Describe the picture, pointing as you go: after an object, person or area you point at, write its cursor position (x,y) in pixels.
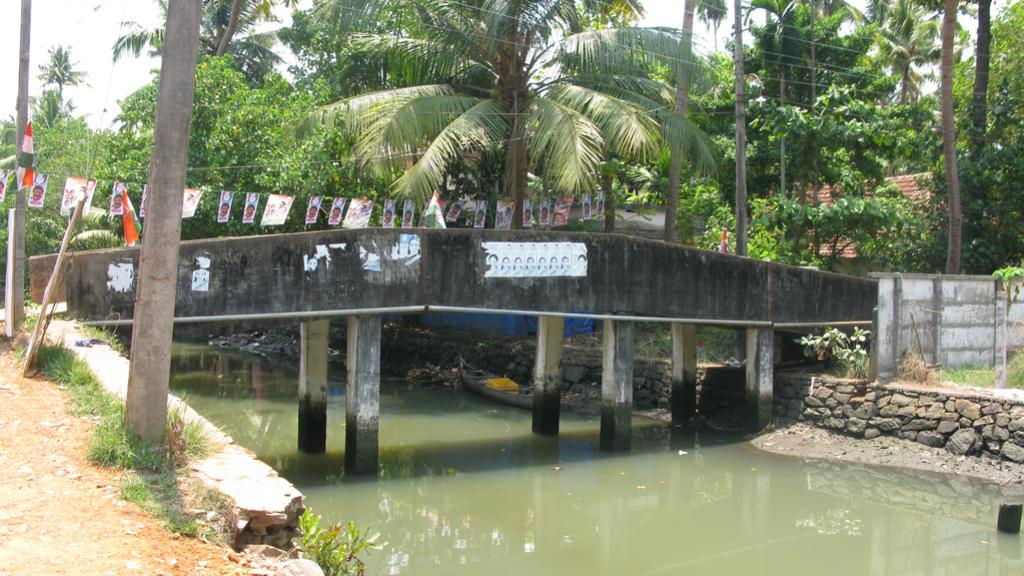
In the center of the image (413,245) there is a bridge (275,313). There are flags (275,199). There are poles (27,19). In the background of the image (336,124) there are trees (444,98). At the bottom of the image (587,476) there is water (607,560). To the right side of the image (875,373) there is wall (939,360).
